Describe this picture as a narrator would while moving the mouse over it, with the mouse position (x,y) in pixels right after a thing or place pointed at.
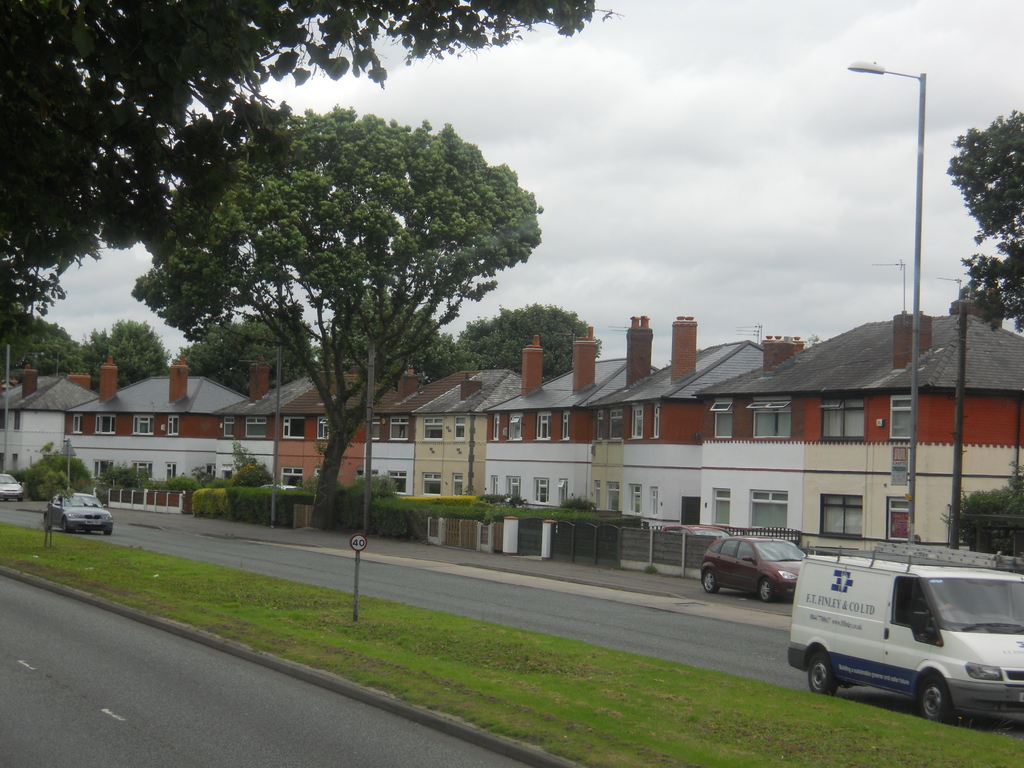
In this picture I can see buildings (647,423), trees (14,314) and I can see few cars (720,588) and a van (814,608) moving on the road (1007,724) and I can see pole light (921,209) and a cloudy sky (750,177).
